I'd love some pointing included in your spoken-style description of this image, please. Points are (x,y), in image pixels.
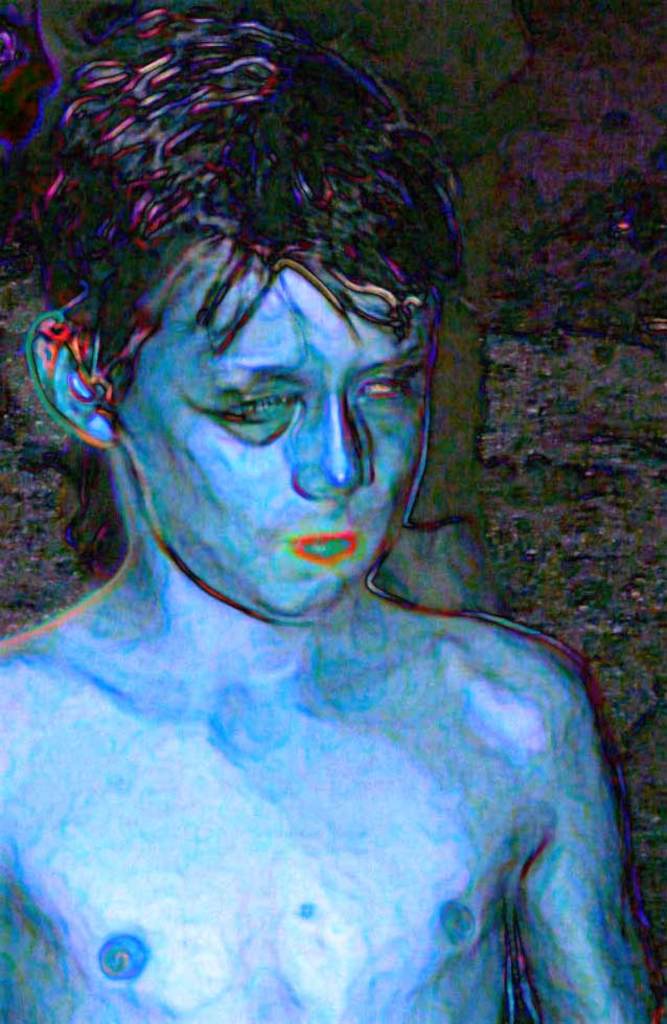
In this picture I can see a boy (405,446) in front (198,908) and I see that this is an edited picture.
